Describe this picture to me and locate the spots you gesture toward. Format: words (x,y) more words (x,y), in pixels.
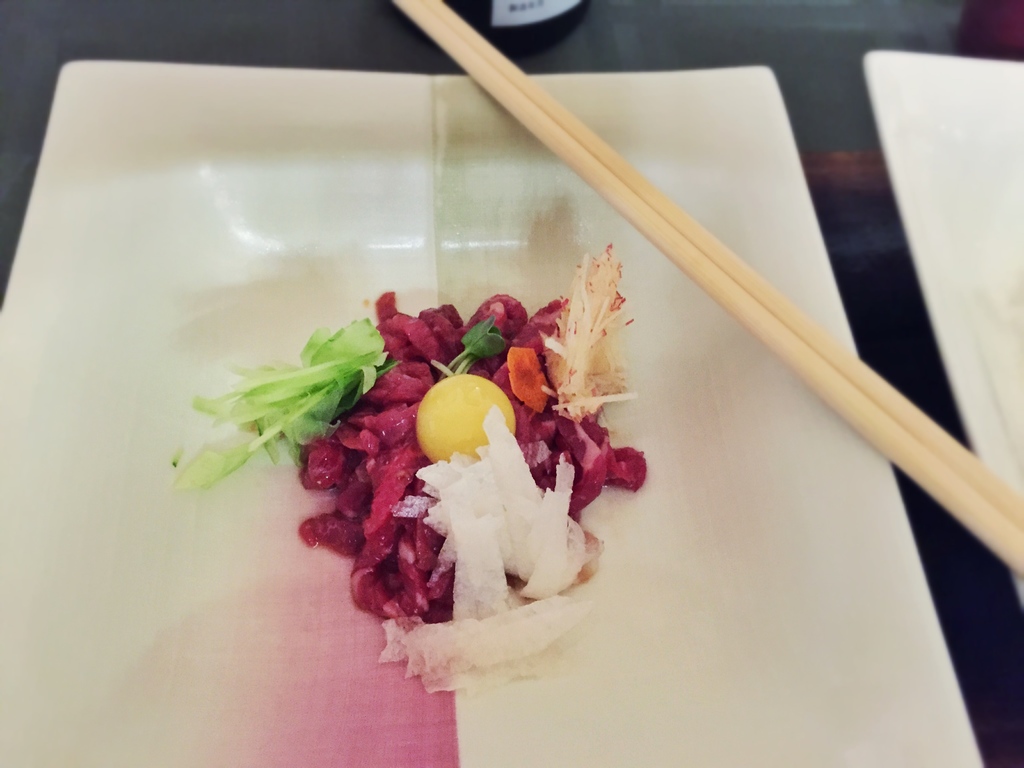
I think this picture shows raw meat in a plate (88,253) with two chopsticks (609,153) on the table (809,99).
